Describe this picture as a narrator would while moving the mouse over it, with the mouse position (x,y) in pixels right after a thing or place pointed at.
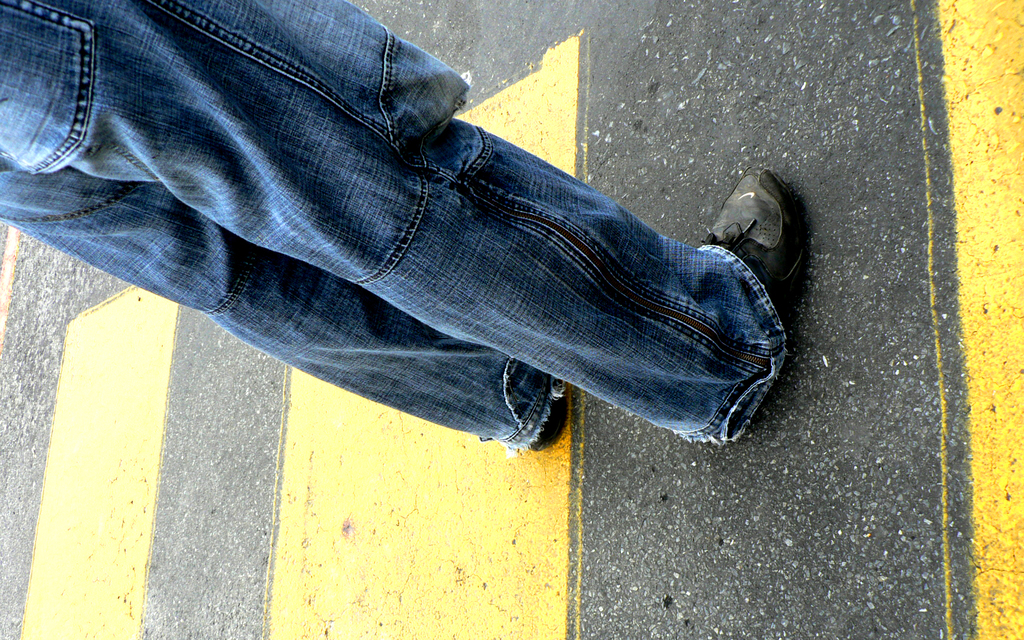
This image consists of a man (418,292) wearing a jeans (449,220) and black shoes (763,279) is standing on the road (487,543). At the bottom (546,552), there is a road (275,569).
